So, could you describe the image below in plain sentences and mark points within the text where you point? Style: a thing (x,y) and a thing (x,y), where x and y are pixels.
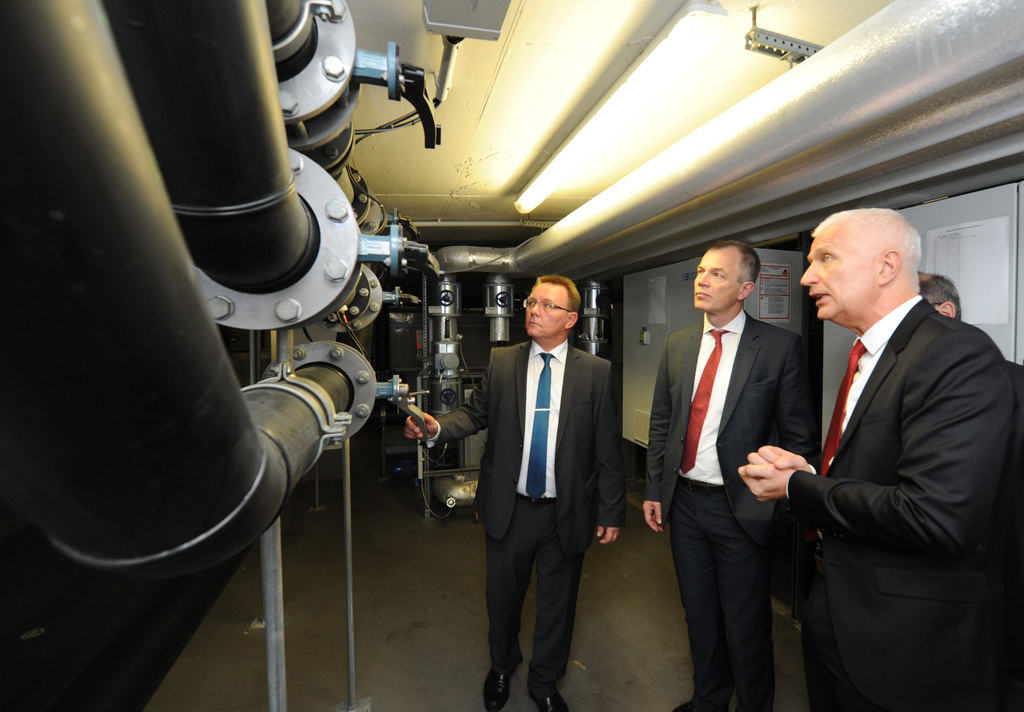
In this picture I can observe four members (726,361) on the right side (726,371). Three of them are wearing coats (974,494). On the left side (222,200) I can observe large pipelines (170,384) in this picture.
